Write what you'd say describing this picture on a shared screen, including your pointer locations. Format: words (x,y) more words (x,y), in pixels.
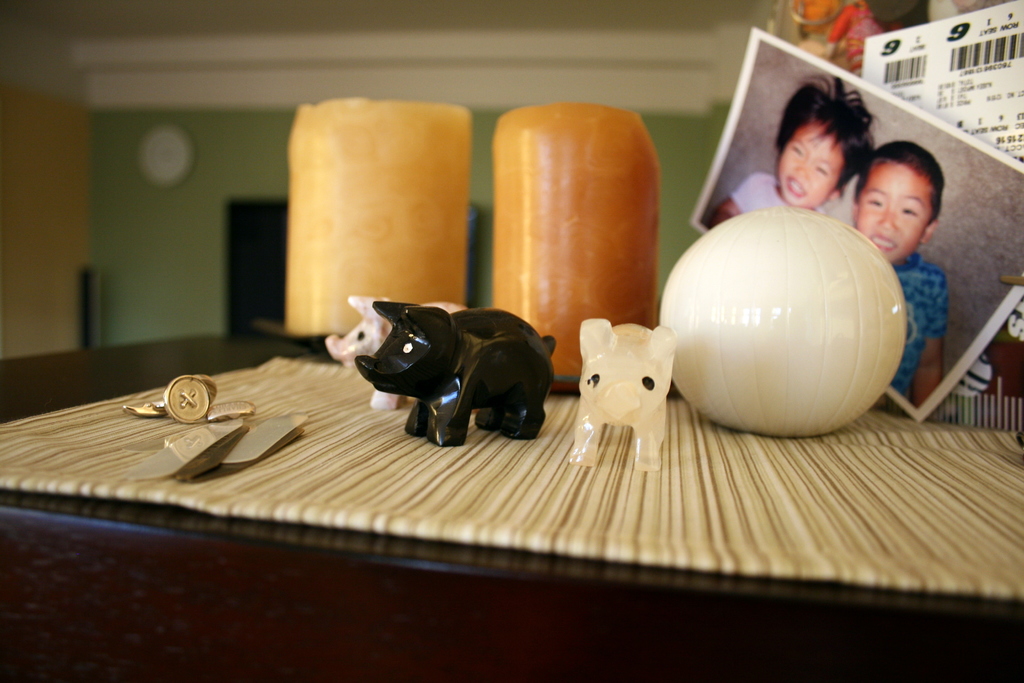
In this image there is a table (362,543), on the table (968,632) there are toys (629,373), photo (776,146), wall clock (171,175) on the left side (179,166).
